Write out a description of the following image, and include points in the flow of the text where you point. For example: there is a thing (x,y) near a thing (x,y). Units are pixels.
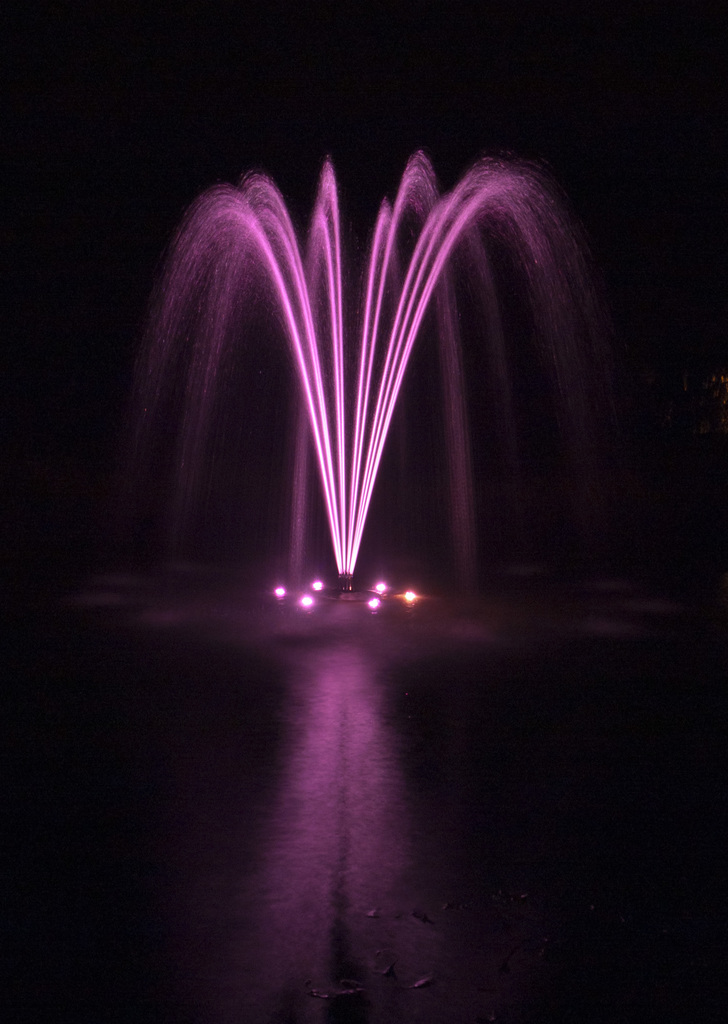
In this image in the center (337,543) there is a water fountain (345,475) with lights (282,593) on it.
